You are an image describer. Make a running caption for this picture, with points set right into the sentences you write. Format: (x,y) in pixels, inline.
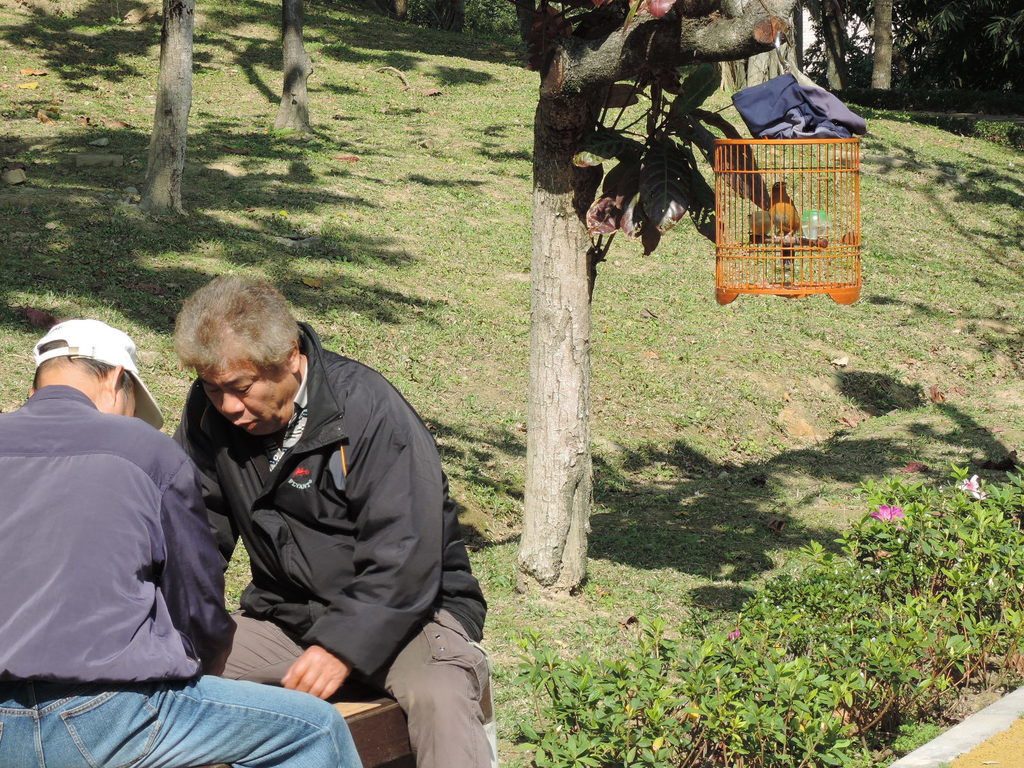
In this image on the left (273,584) there is a man (314,518), he wears a black jacket (369,527), trouser (420,668), he is sitting, in front of there is a man (138,590), he wears a navy jacket (129,615), trouser (125,725) and cap (144,393). In the middle (587,346) there are plants (785,668), flowers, trees (584,343), bird (793,215), cage (730,257), cloth (756,106), trees (732,133) and grass (441,210).
